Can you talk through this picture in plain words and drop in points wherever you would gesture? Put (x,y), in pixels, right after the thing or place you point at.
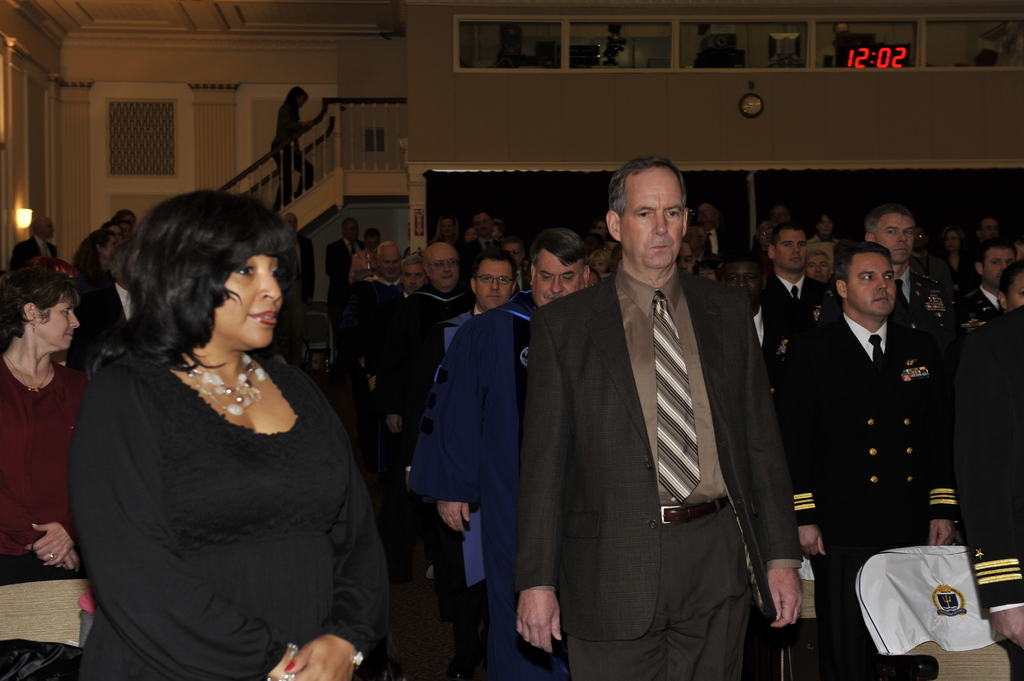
In this picture, we see the people (635,435) are standing. In the right bottom (933,563), we see a chair (880,635). On the left side (66,123), we see a wall (64,152) and a light (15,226). We see a woman (278,177) is climbing up the stairs (315,191). Beside that, we see the stair railing (304,147). Beside that, we see a white wall (241,127). On the right side (754,97), we see a clock (759,109). At the top (853,40), we see the glass windows (768,62) and a screen (854,55) which is displaying the digits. At the top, we see the roof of the building (869,72). This picture might be clicked in the conference hall (547,188).
